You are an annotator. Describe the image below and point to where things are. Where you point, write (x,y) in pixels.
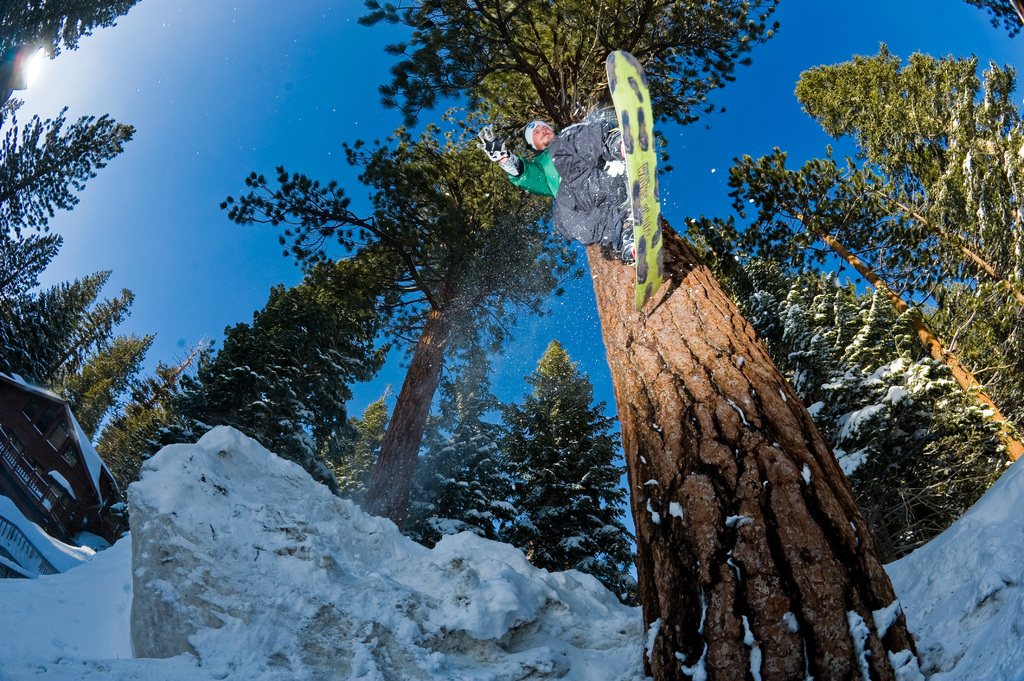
This picture shows a building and we see a man (600,121) standing on the snow board (642,164) and he wore a cap (534,126) on his head (526,128) and gloves (505,139) to his hands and he is jumping and we see snow (385,641) and a blue sky (255,52).
